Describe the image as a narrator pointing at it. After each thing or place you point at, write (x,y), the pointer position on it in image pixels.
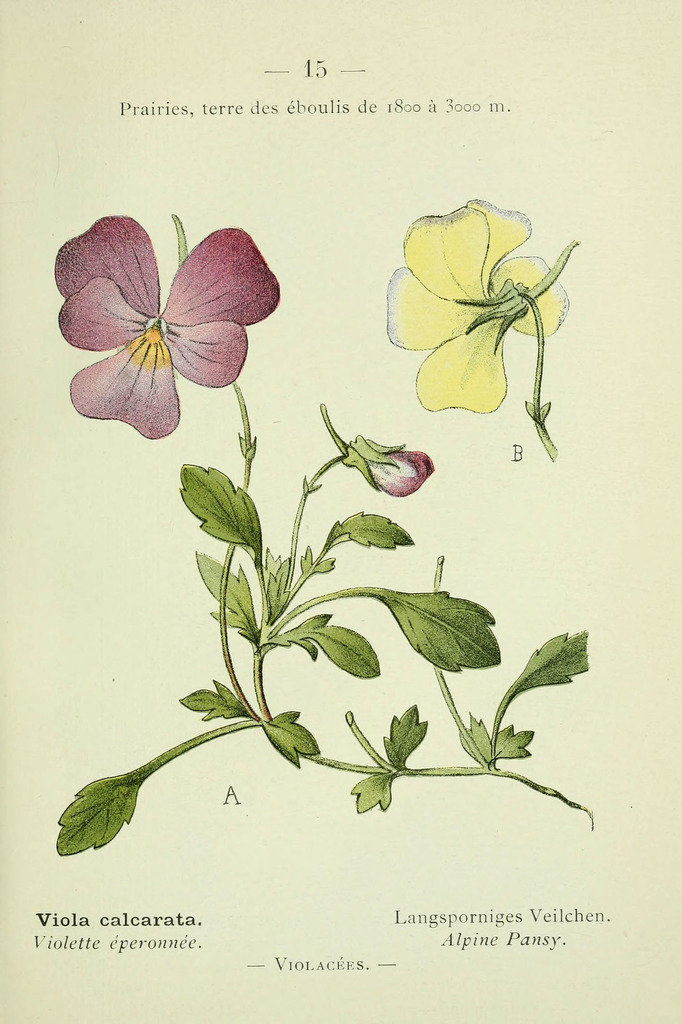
This is a page (264,471) of a book (290,704). On that there is a stem (302,586) with leaves (236,494), flower (184,306) and a bud (354,456). And something is written on the page (330,903). Also there is a yellow flower (501,323).
